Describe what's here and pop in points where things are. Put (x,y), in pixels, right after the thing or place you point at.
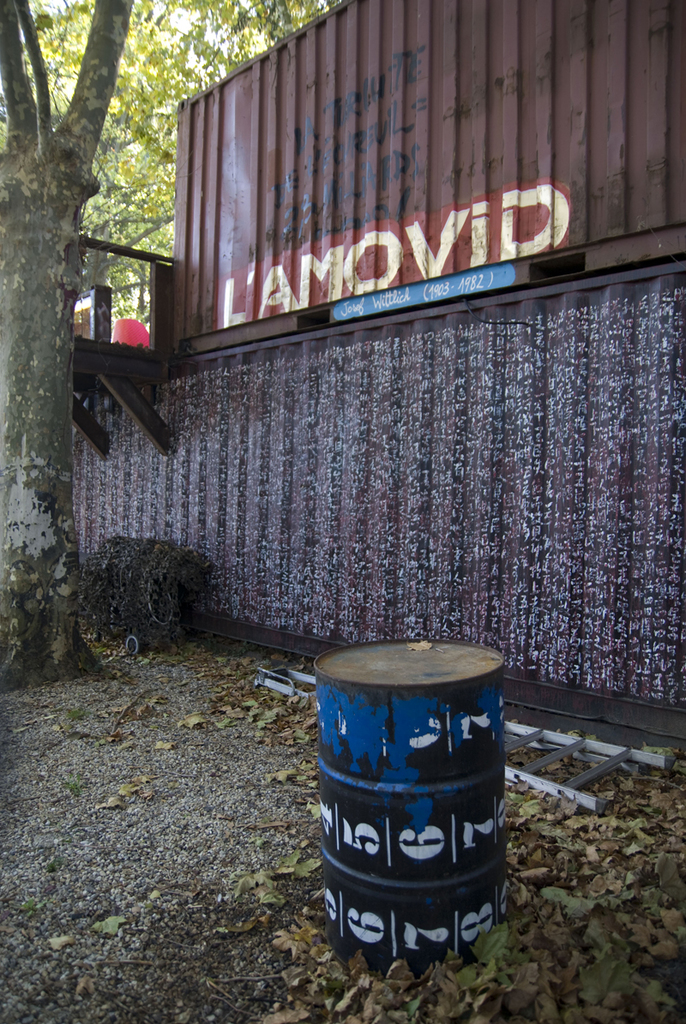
In this image there is a drum (377,842) on the ground (245,939). There are dried leaves (268,725) on the ground (300,853). To the left (40,349) there is a tree (40,192). Behind the tree (36,45) there is a wall (296,380). There is text (450,229) on the wall (330,288). There are numbers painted on the drum (412,738).
